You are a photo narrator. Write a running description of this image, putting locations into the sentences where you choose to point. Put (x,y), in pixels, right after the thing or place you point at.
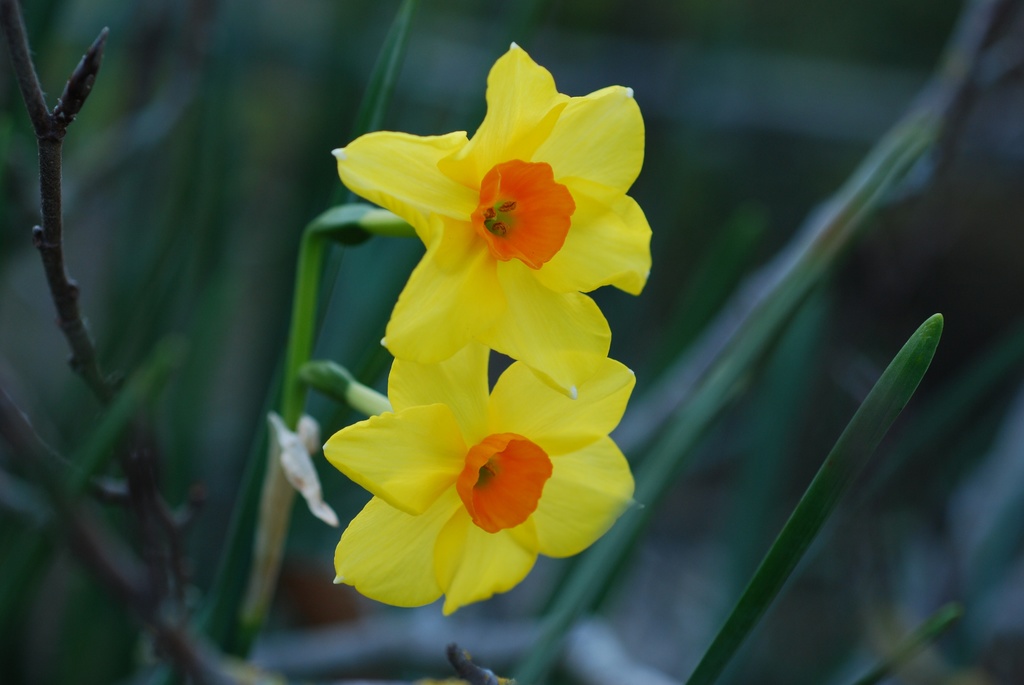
In this picture there are two yellow color flowers (510,111) in the center of the image (618,384).
